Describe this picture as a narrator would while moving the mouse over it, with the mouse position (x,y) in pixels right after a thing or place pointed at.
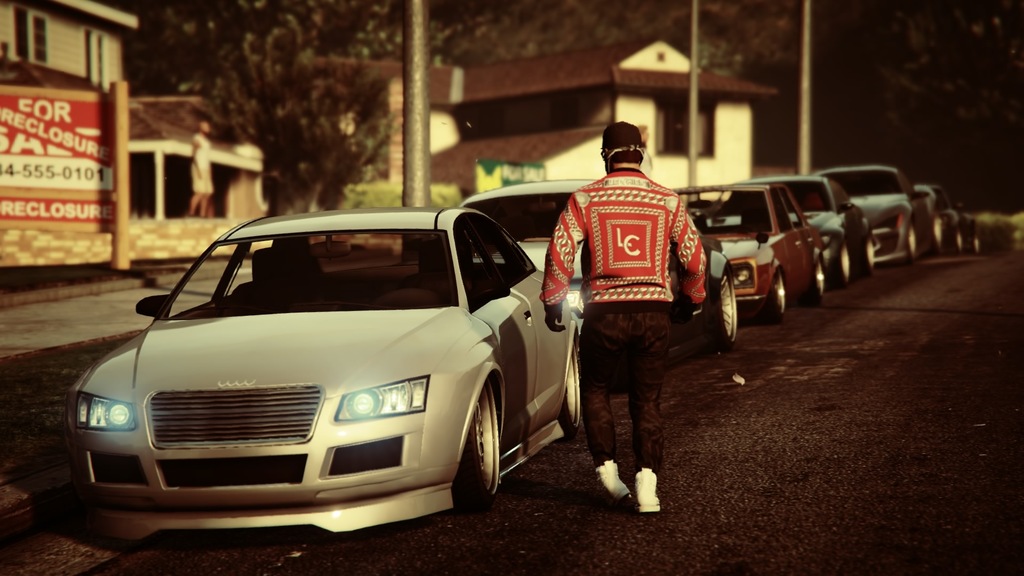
This image is clicked outside. There are cars (473,402) in the middle (568,308). There is a person (591,350) in the middle (650,303). He is walking. There are trees (929,179) at the top (868,149). There are some buildings (221,205) in the middle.
